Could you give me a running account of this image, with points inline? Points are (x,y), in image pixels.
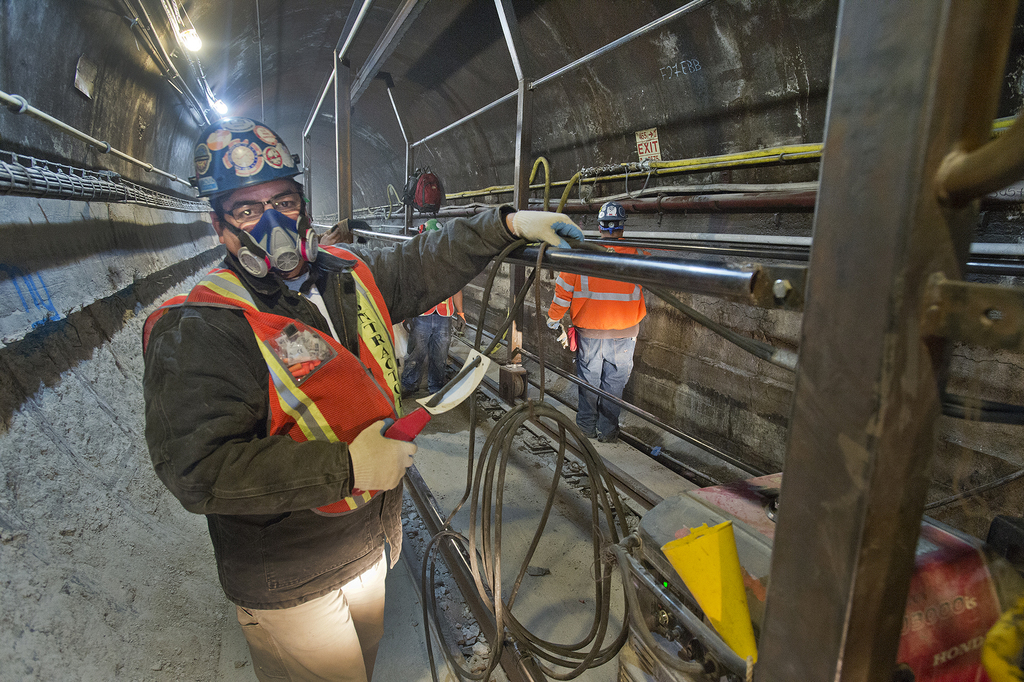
In the image I can see a under ground place (129,490) where we have some poles (869,210), people (252,482), machines (738,631) and some other things (456,545) around.
